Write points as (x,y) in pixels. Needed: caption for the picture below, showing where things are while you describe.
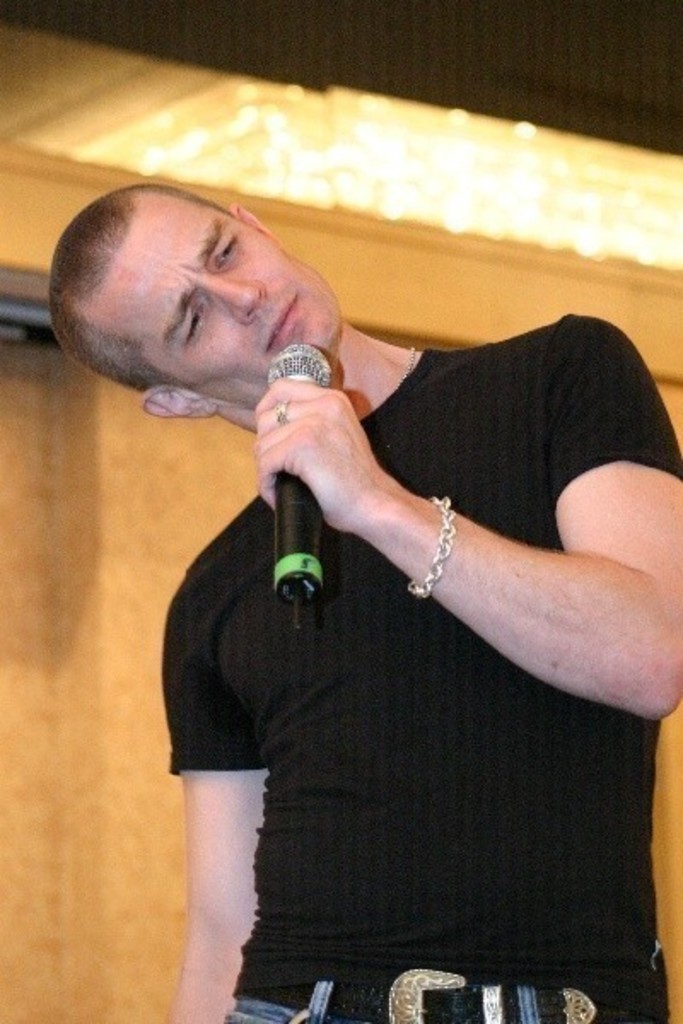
In this image i can see a person (419,608) who is wearing black color T-shirt (486,469) carrying microphone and there is a bracelet (434,551) to his hand (455,523) and at the background of the image (497,280) there is a wall (42,532).
